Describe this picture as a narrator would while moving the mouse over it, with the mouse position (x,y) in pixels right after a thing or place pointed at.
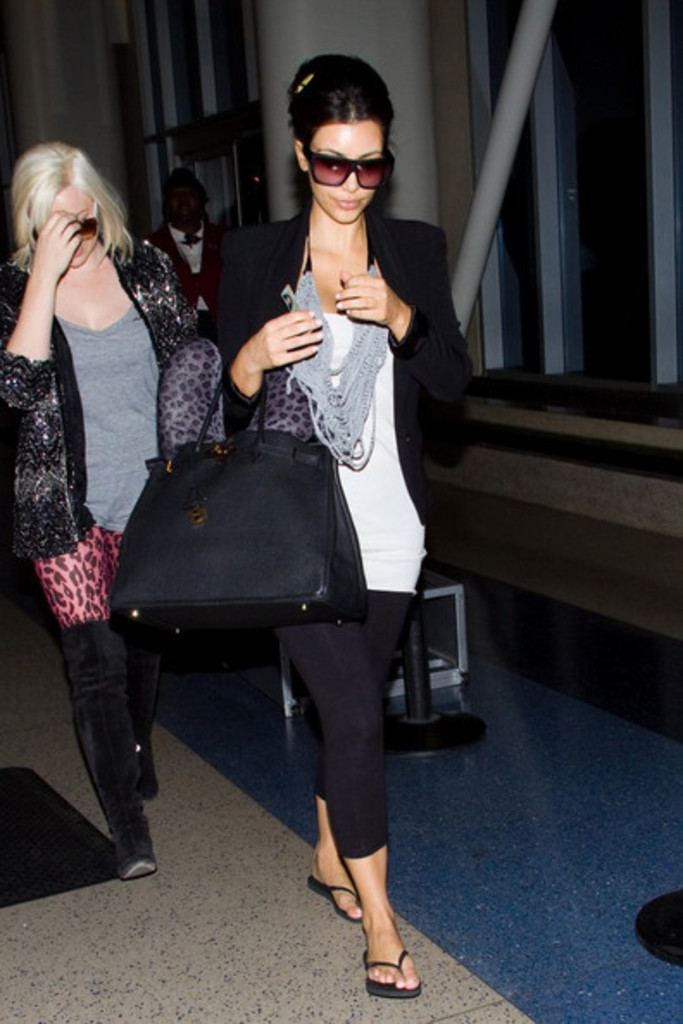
On the background (476,126) we can see building (395,62) with windows (621,97). here we can see two women (77,685) wearing goggles (342,184) and holding handbags (260,569) in their hands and walking. On the background (205,268) we can see one person (208,233).
